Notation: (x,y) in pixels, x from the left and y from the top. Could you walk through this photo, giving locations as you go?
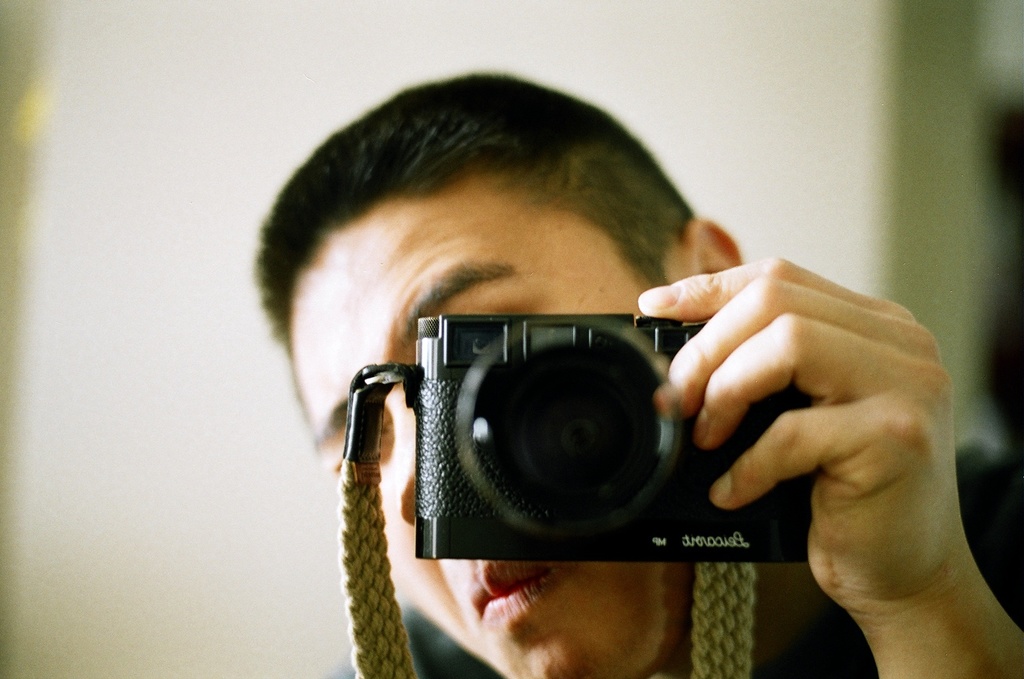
in this picture we can see a person (356,219) holding camera (538,437) with his hand (673,381) and for this camera (506,446) we have a strap (358,591) and in the background (607,82) we can see a wall (194,195).
